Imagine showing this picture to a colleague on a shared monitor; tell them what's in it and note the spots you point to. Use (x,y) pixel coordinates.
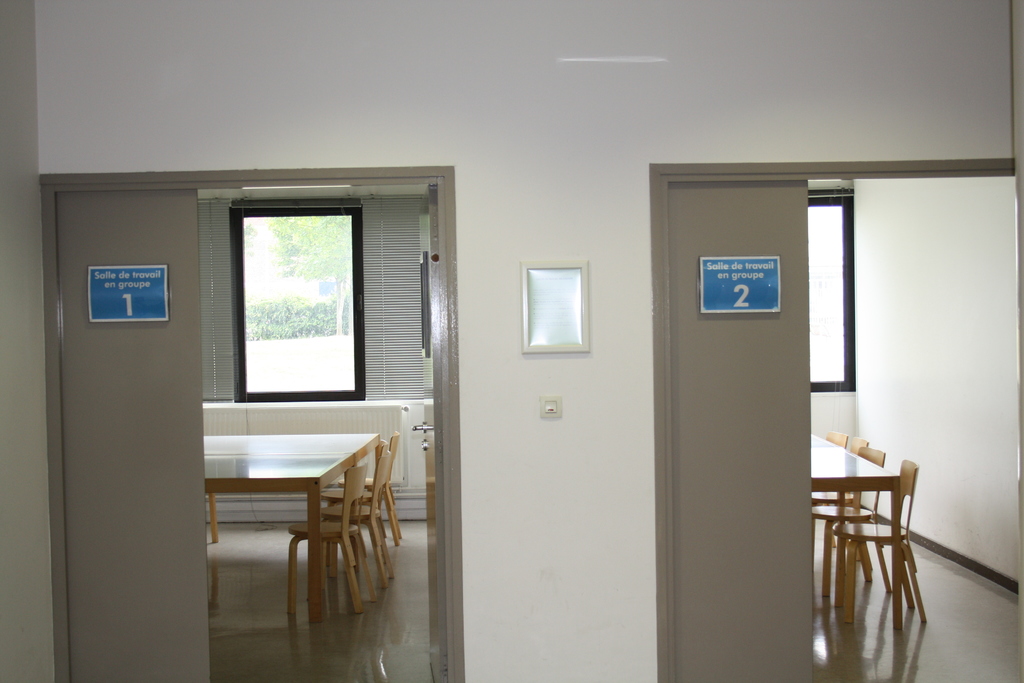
In this image we can see doors (178,344). On the doors (755,317) there are boards (712,285) with something written. There are tables (224,451) and chairs (832,510). In the back (850,304) there are windows (340,358). Also there is curtain (365,327).
